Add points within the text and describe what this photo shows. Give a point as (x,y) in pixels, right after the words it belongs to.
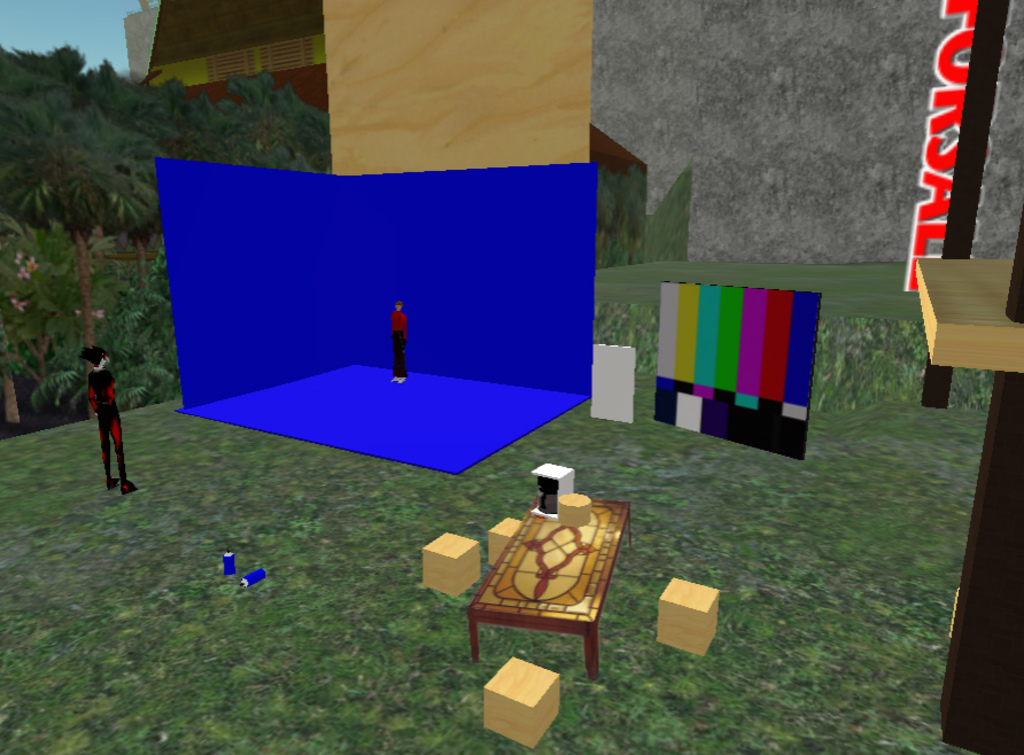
This is a graphical image. Here we can see a table (598,587), blocks (443,578), persons (404,331), boards (672,351), and objects (943,299). In the background (203,135) we can see trees (255,115), walls (332,166), pole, and sky (48,25). Here we can see something is written on the wall (899,251).
